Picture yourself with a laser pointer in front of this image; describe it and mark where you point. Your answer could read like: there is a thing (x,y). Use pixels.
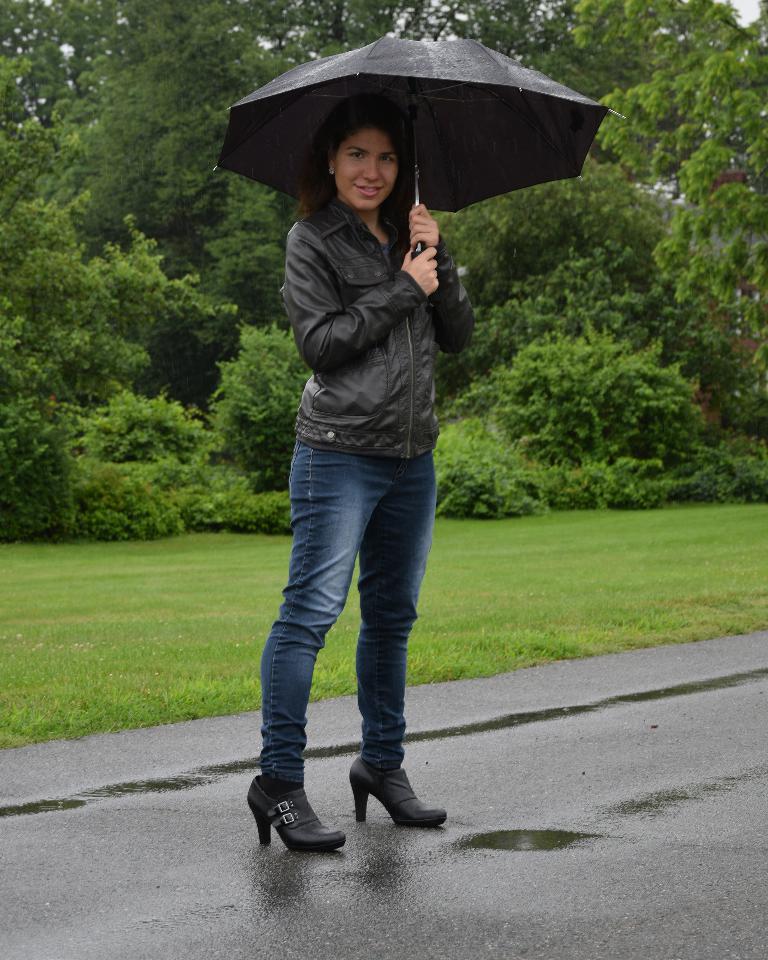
In the foreground of this image (340,761), there is a woman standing on the road (394,908) and holding an umbrella (483,99). In the background (171,583), there is grass (171,583) and trees (118,280).
